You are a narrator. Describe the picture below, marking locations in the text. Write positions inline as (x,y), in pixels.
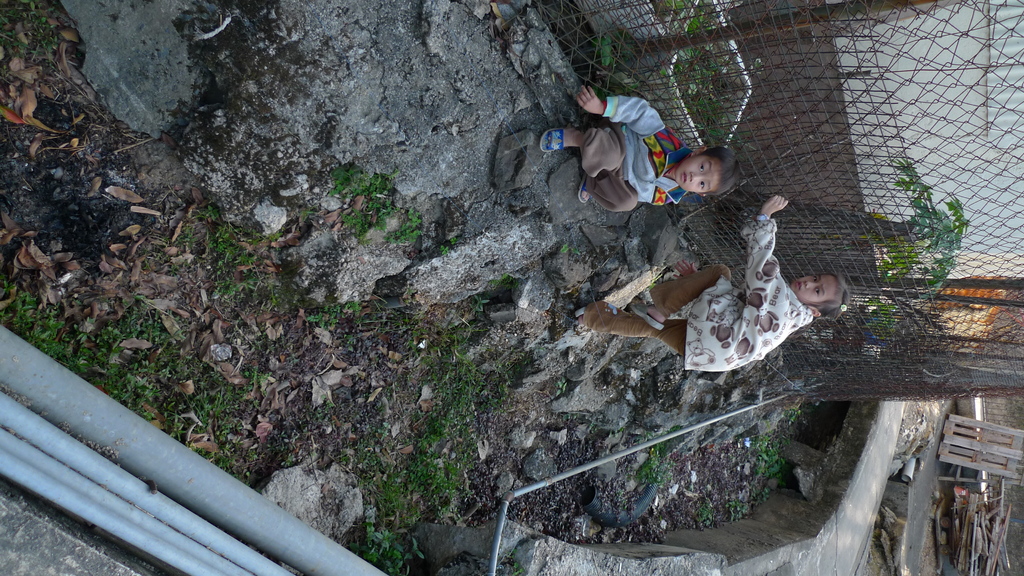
In this image I can see two children (679,325) on the right side of this image (743,358). I can see fencing (898,244) and woods (953,444). I can also see few pipes (178,463) on the left bottom side of this image (152,472).
